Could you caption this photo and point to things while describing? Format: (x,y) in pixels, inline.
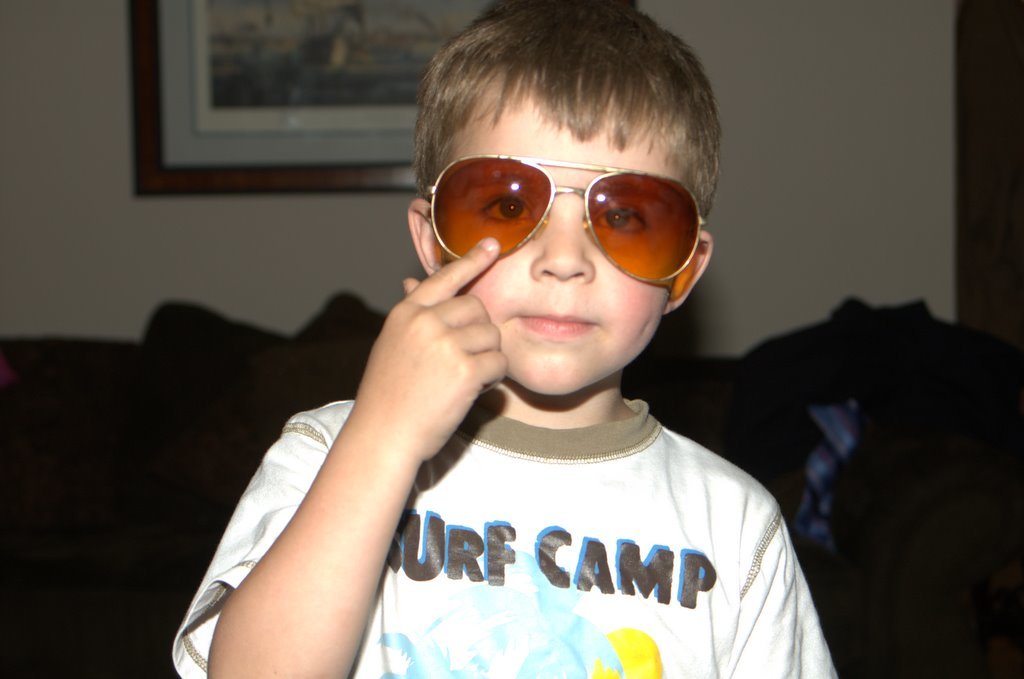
In this image there is a boy (519,532). He is wearing sunglasses (596,225). Behind him there is a couch (92,477). In the background (820,153) there is a wall (852,122). There is a picture frame (276,116) hanging on the wall (73,236).
